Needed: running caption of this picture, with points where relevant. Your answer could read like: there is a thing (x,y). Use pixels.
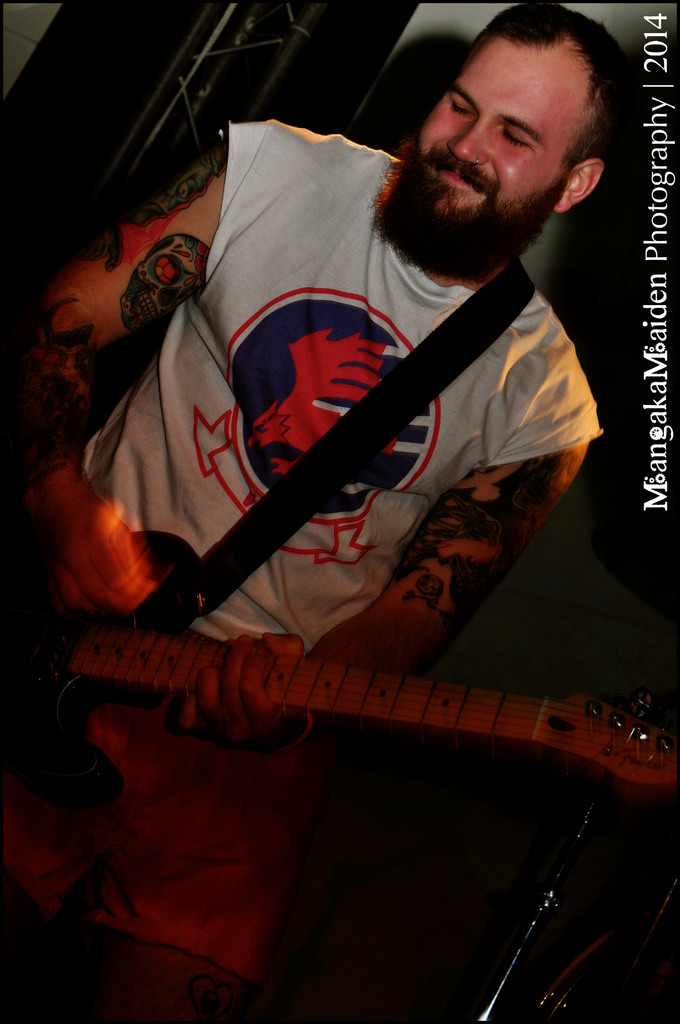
In the center (361,463) we can see one man (314,430) holding guitar (303,676). And he is smiling which we can see on his face (406,173).
